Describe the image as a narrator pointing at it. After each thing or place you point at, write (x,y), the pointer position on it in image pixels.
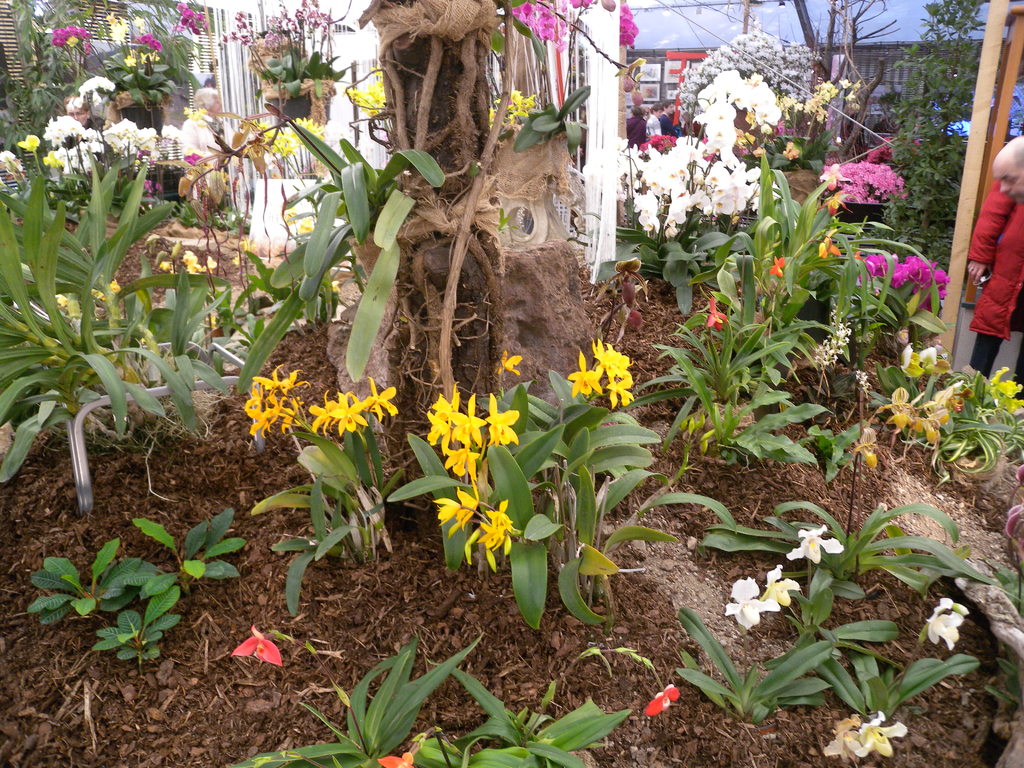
In the picture it looks like a nursery (727,301), there are plenty of beautiful plants (447,438) and there are few people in between those plants (860,172).
